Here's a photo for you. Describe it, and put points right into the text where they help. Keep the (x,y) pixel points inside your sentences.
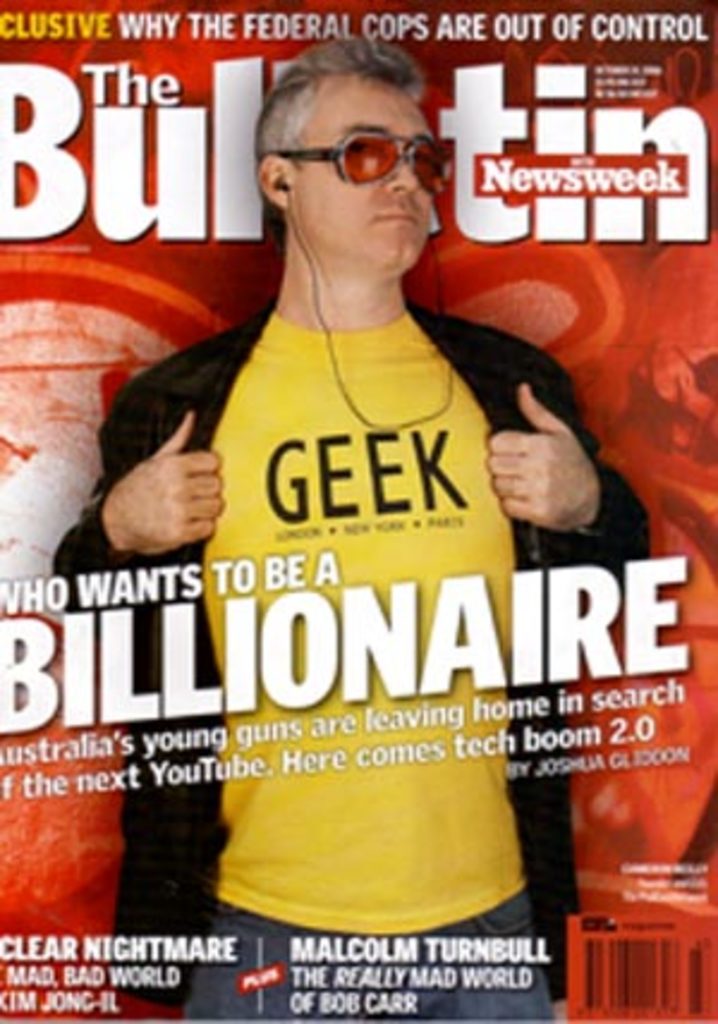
Picture of a poster (159,199). Something written on this poster (181,671). On this poster (387,663) we can see person (352,421). This person (507,479) wore a jacket (513,693) and goggles (376,164). Background (699,399) it is in red color. Here we can see a barcode (620,965).
